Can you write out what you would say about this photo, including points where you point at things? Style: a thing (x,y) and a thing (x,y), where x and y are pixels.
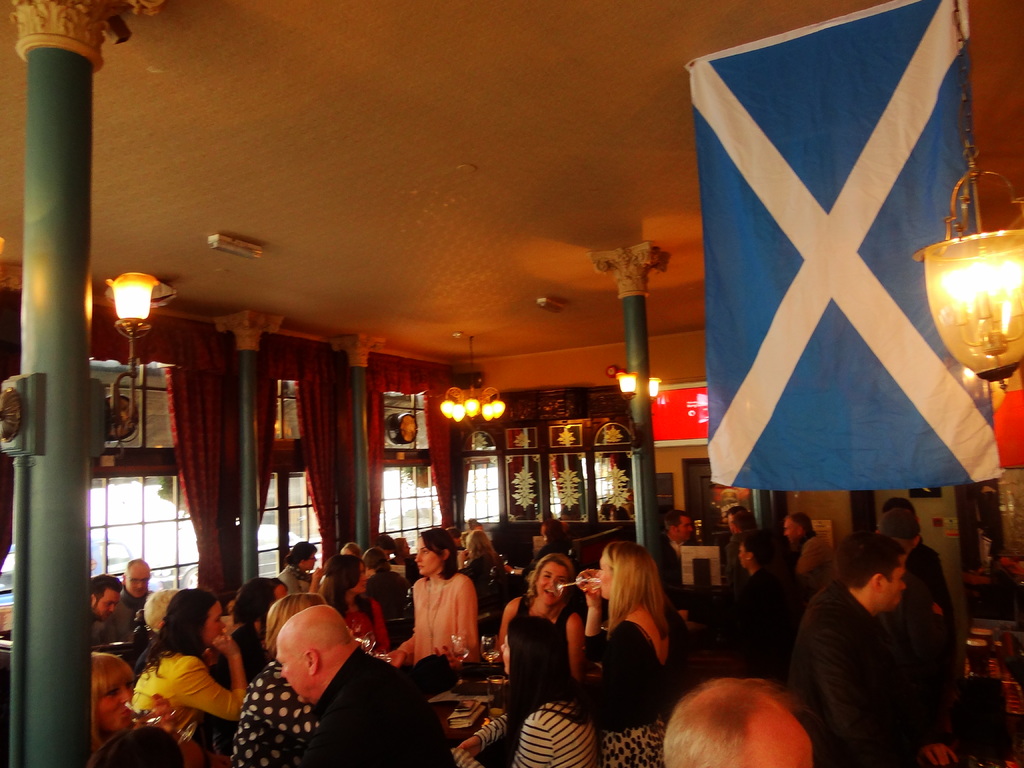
In this image I see number of people (533,568) in which most of them are sitting on chairs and I see few of them are standing and I see the curtains (311,432) and windows (279,409) and I see the pillars (253,419) and I see the lights (616,376) and I see the flag (862,233) over here which is of white and blue color and I see the ceiling (637,226).
